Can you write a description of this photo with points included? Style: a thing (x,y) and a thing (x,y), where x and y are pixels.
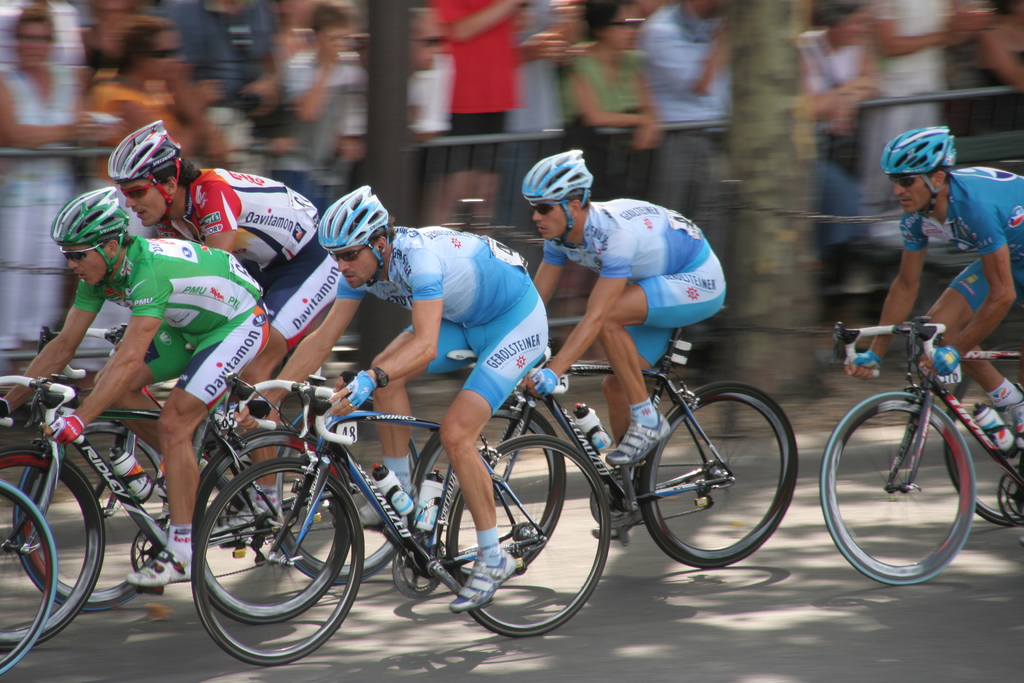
In this picture there are men (472,465) riding bicycles (494,465) on the road (218,663) and wore helmets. In the background of the image (732,187) it is blurry and we can see people (825,139), tree trunk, fence (532,139) and pole (374,43).
